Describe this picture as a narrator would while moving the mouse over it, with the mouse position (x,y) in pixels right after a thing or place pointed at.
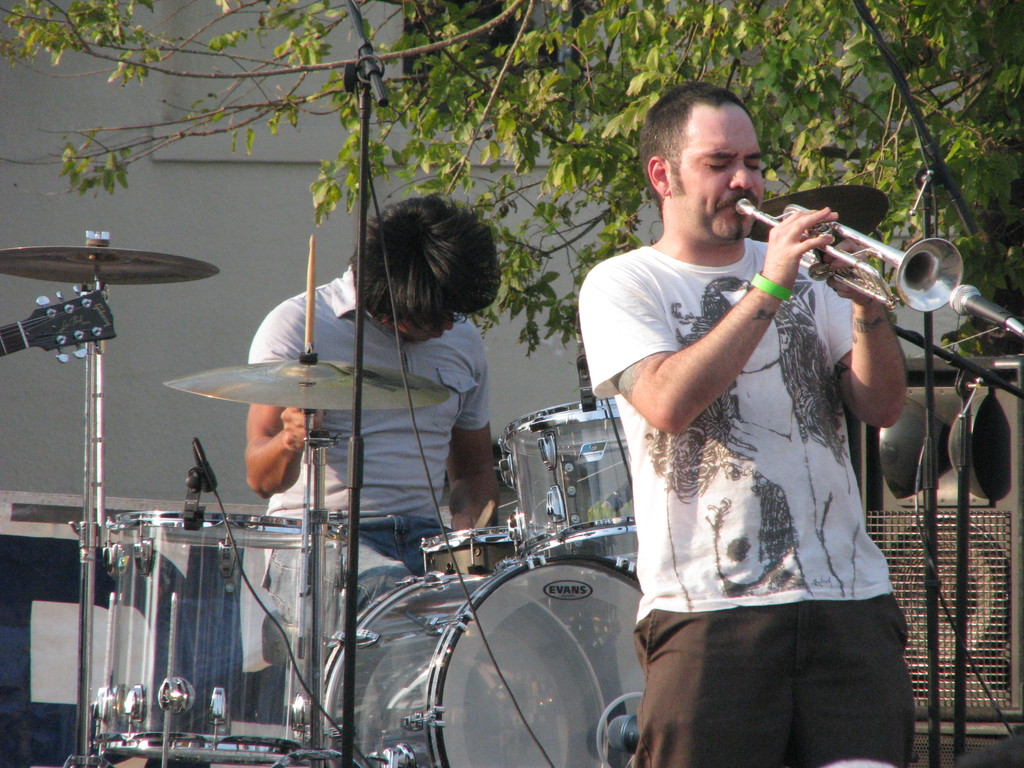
In this image we can see a man (749,640) standing holding a trumpet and the other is sitting on a stool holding the sticks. We can also see some musical instruments (379,634), a metal grill (917,674), a tree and a wall (275,293).
